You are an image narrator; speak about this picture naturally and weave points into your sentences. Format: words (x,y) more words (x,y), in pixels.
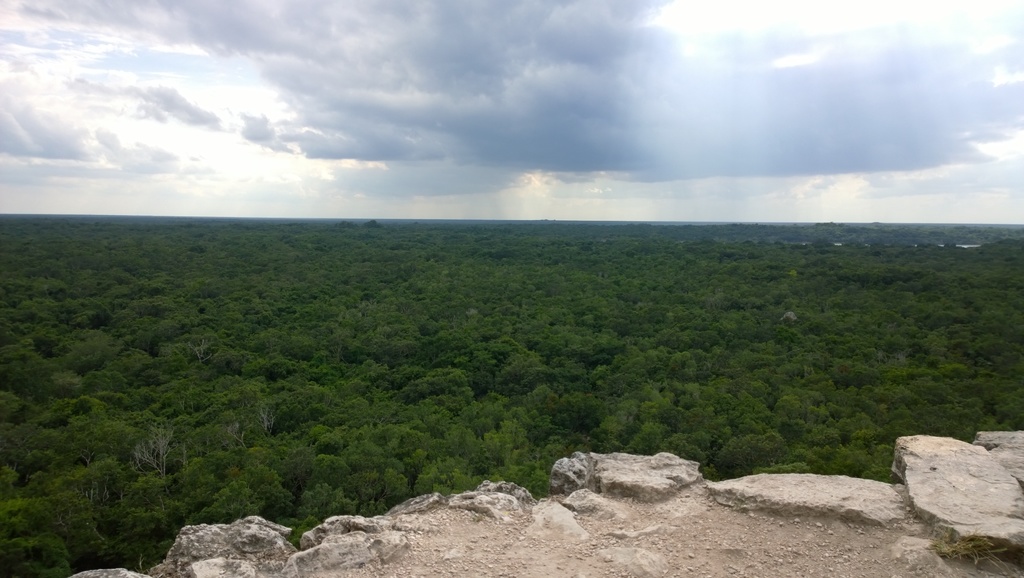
As we can see in the image there are trees (642,364), rocks (646,456), sky (426,98) and clouds (588,71).
